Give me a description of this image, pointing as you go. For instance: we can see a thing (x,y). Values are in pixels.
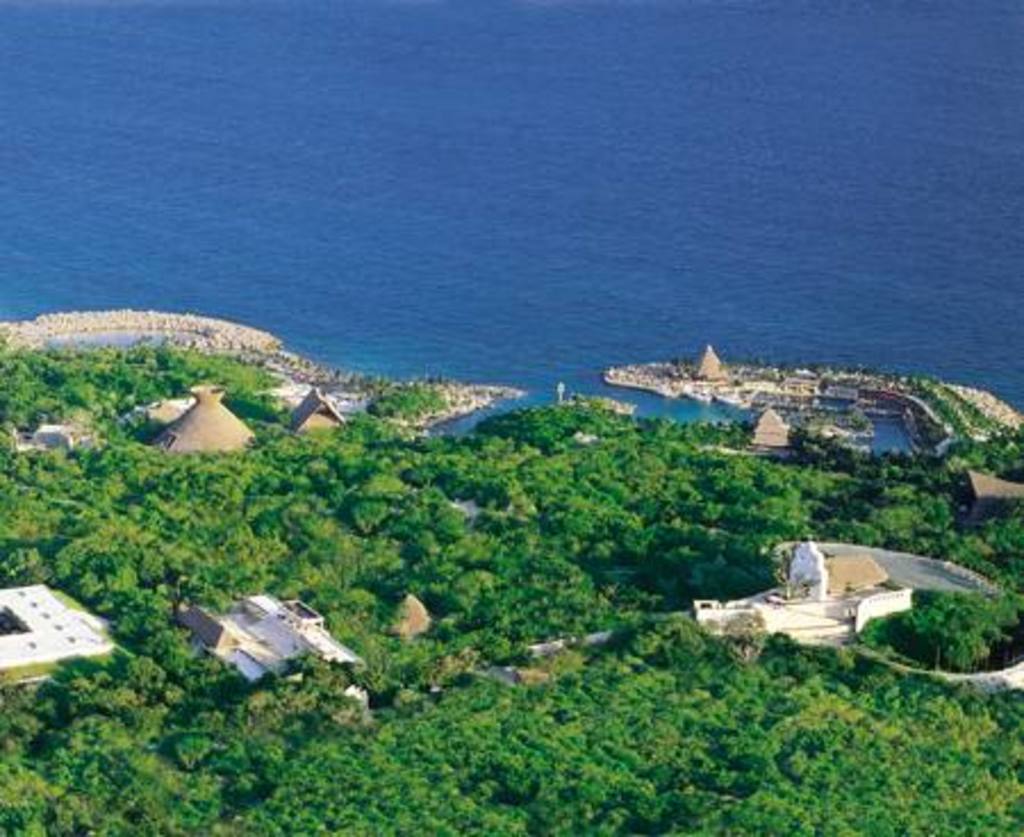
In this image, we can see trees (638,625), houses (853,579), walkway (910,561) and water (488,295).
